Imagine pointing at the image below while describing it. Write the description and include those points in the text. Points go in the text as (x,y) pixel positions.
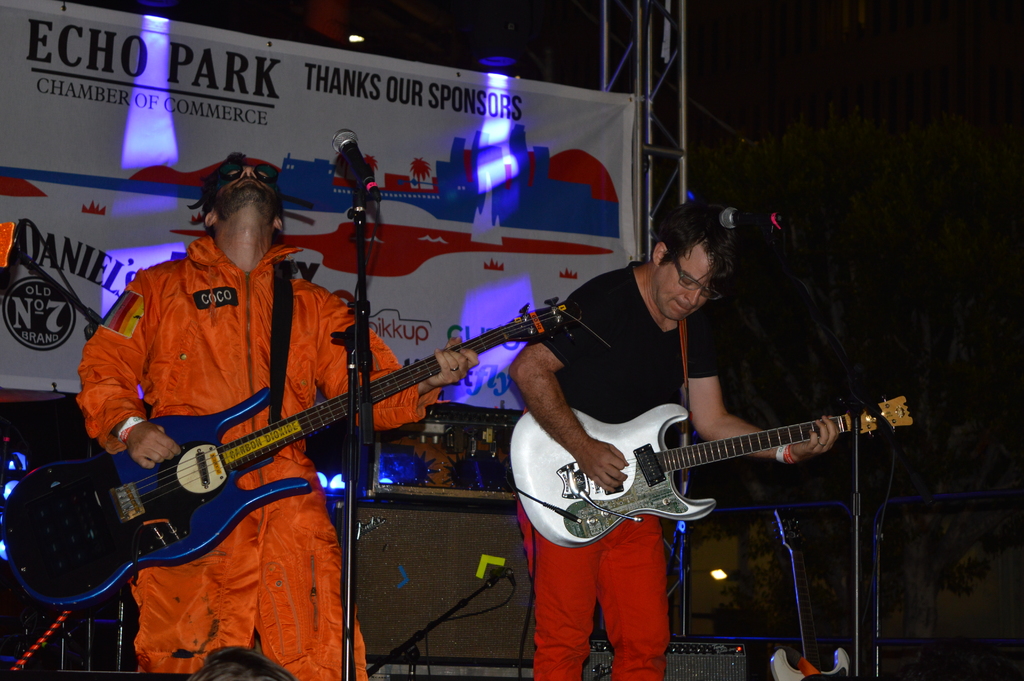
In this picture there are two persons (327,385) who are playing musical instruments (546,459) and there are microphones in front of them and at the background (437,158) there is a banner (486,165).
